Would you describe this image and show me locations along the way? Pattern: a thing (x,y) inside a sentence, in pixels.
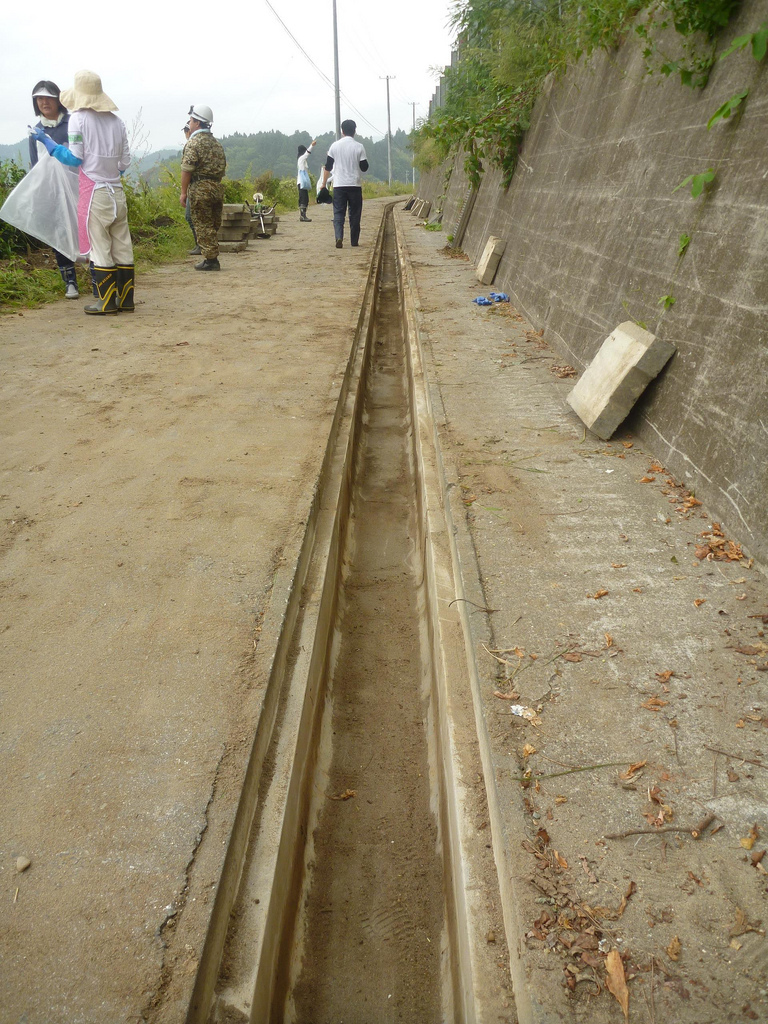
In this image we can see walls (550,220), shredded leaves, persons (125,230) on the floor (45,645), creepers (522,105), poles (336,55), plants (296,197), trees (231,138) and sky (193,93).
